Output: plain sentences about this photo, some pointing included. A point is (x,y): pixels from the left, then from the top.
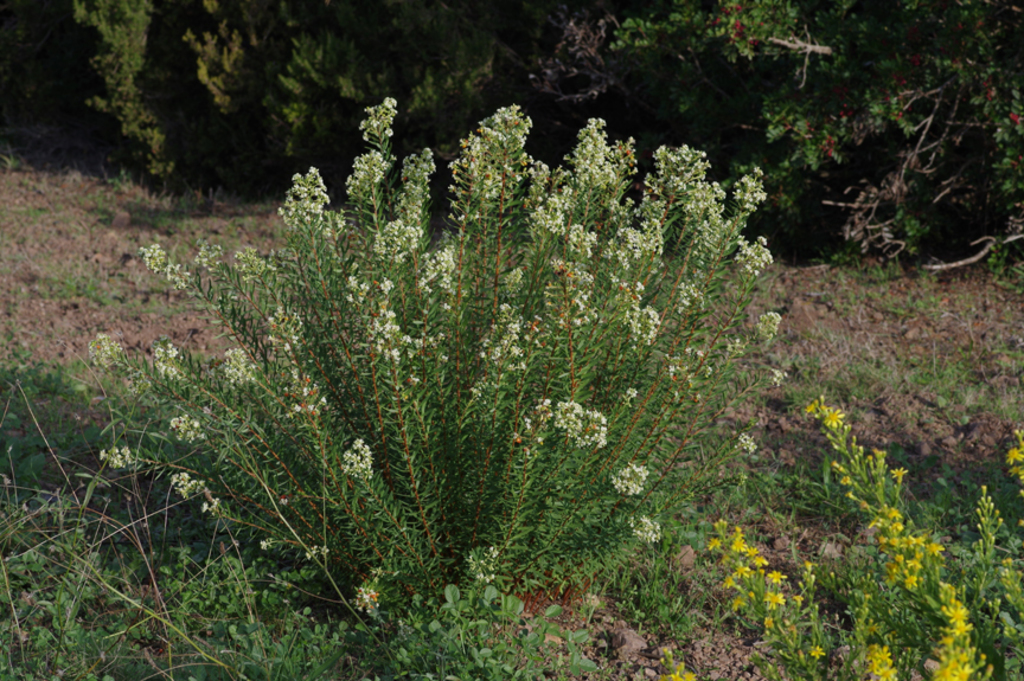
In this picture I can see plants (611,204).
